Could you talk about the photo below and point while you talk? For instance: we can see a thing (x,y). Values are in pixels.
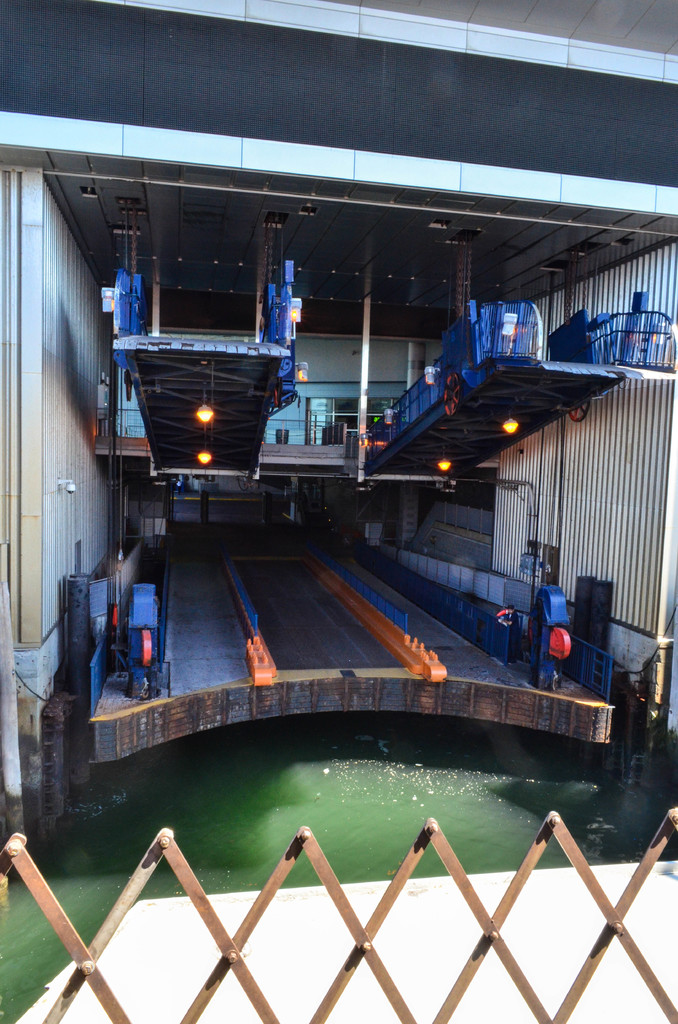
In this image I can see the lake (139,793) at the bottom (186,868) I can see metal fence (182,876) and in the middle (283,501) I can see a building (56,495) and I can see ramps (236,366) visible in the building (75,425).
